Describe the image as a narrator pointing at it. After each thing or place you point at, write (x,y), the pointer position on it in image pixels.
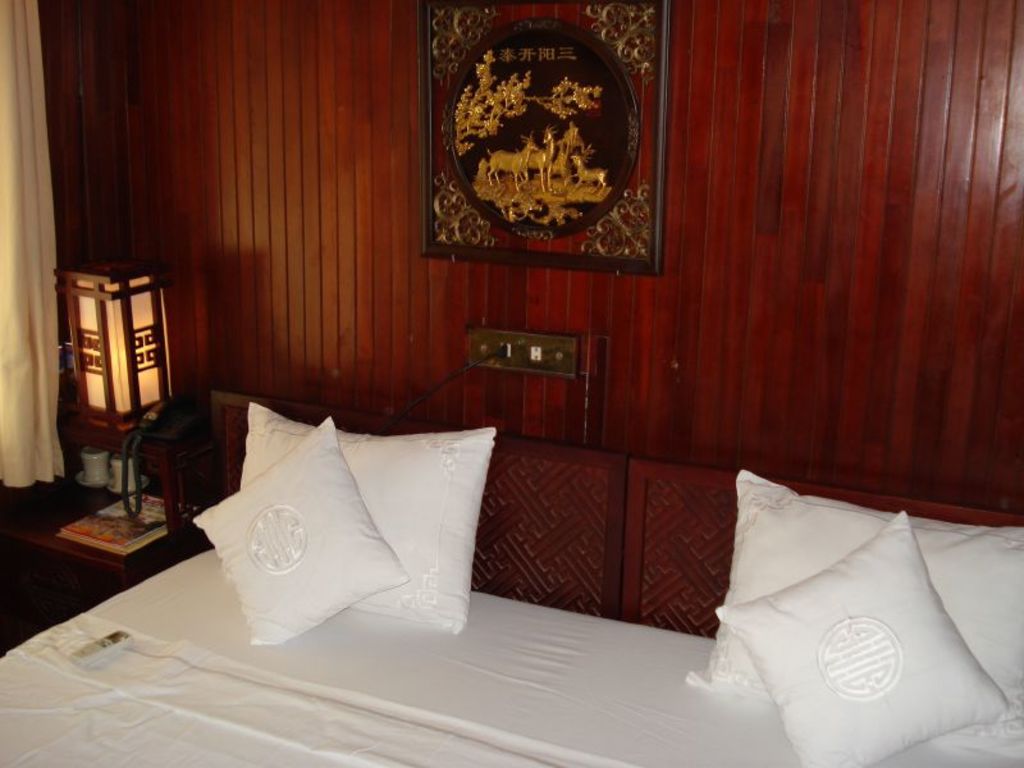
In this image I can see a room (540,619) with bed (202,638) and pillows (816,627) and they are in white color. To the left (174,472) there is a table (81,486). On that there are cups (101,478), books (112,527), telephone (173,423) and the lamp (128,325). To the side of that there is a curtain (41,239). In the back ground (542,365) there is a switch board (495,364) and frame (553,150) attached to the wall (715,237).
